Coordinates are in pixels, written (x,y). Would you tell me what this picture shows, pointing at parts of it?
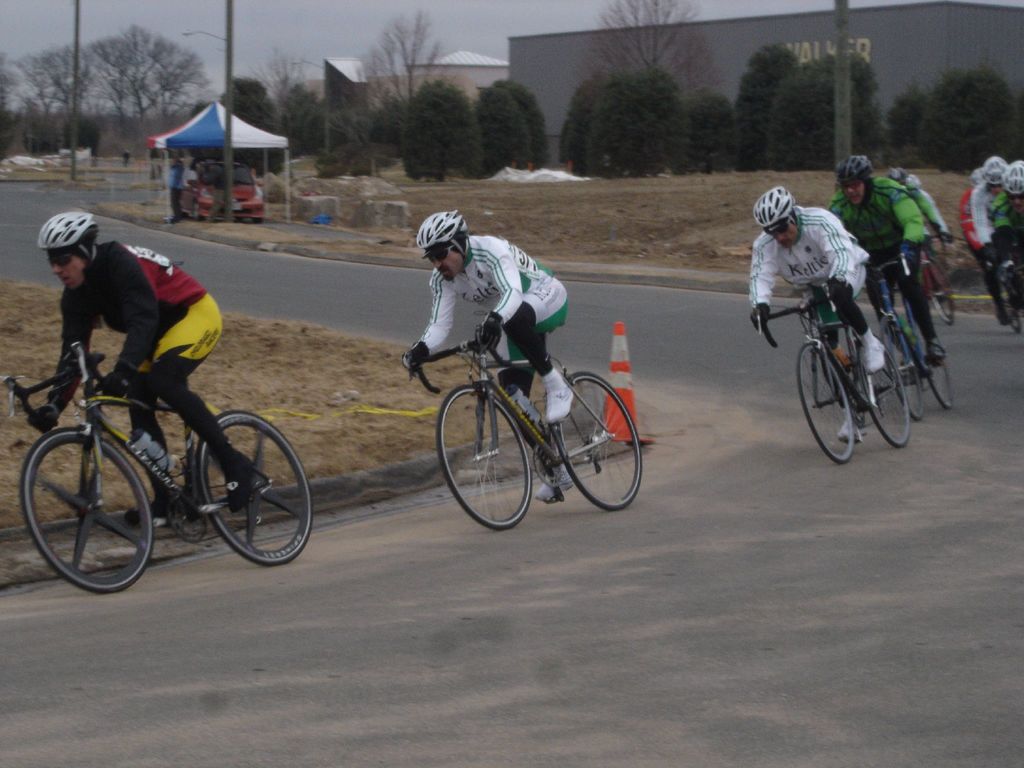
This picture is clicked outside. In the center (521,380) we can see the group of people (110,308) riding bicycles (529,425) and we can see a safety cone (615,335), a car (254,187), tent (204,126), metal rods (229,119), trees (396,116) and some other items (388,199) and we can see a person (180,174) standing on the ground (248,262). In the background (324,49) we can see the sky (283,9) and the houses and some other items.
